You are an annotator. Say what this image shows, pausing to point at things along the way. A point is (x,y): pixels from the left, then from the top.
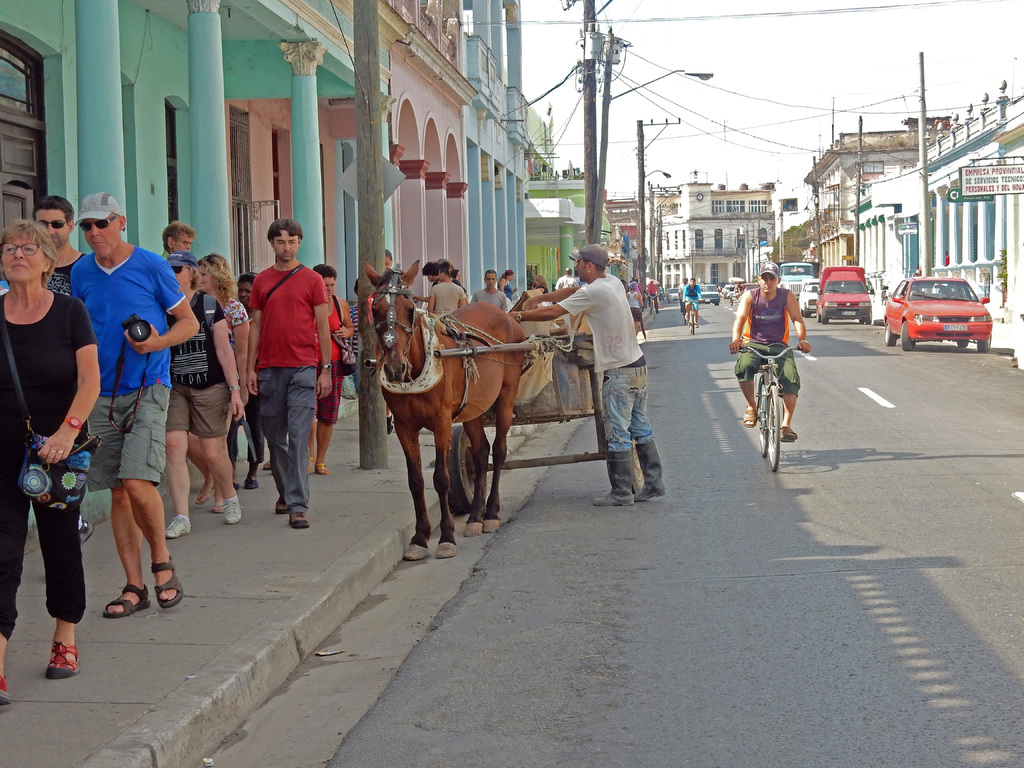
The image is taken on the streets (460,572) of a city (475,209). On the left (208,360) there are people (167,412) walking on the footpath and there are buildings (343,197). In the center of the picture (667,366) it is road (800,480), on the road (962,383) there are vehicles (826,269), bicycles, horse cart (566,371), people (617,310) current poles (643,168), street lights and cables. On the right (1016,201) there are buildings (867,212). In the center of the background (704,212) there are buildings (708,187) and sky (703,62).
